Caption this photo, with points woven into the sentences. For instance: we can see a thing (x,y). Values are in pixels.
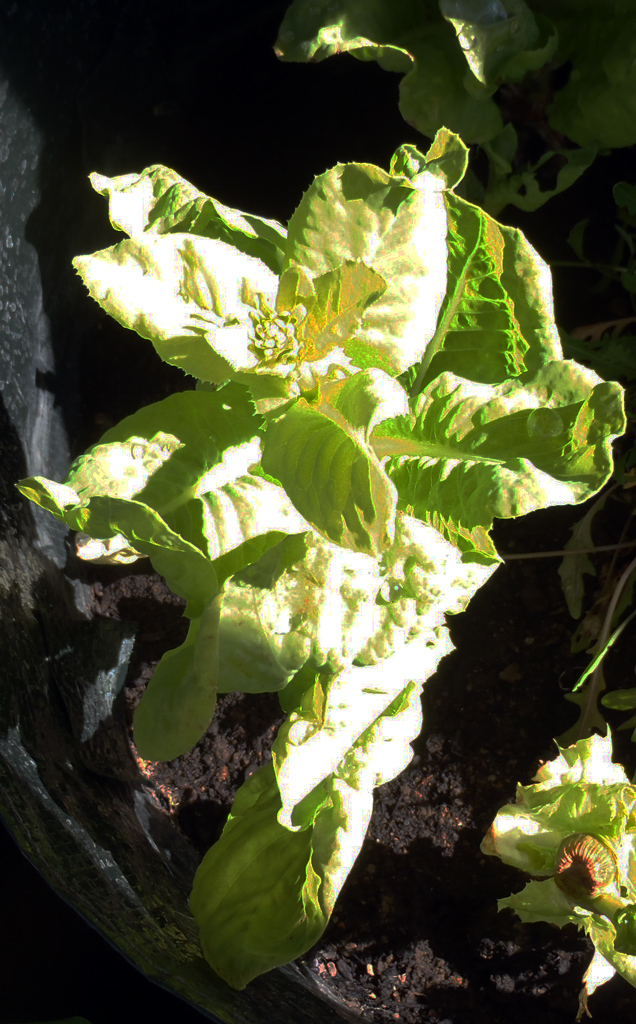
In this image we can see leaves (523,806) and stems (604,548). It seems like a pot (28,256) in the background (292,1016).
